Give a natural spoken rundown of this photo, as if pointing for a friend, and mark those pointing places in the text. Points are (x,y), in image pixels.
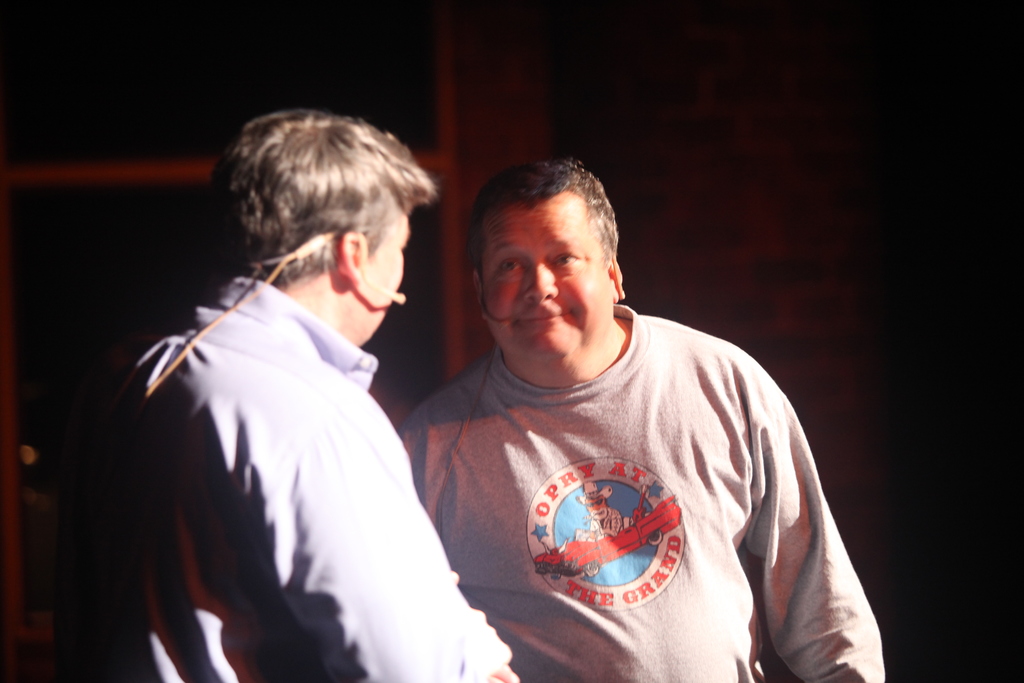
In this picture we can see there are two people (329,511) standing. Behind the people (387,453) there is a dark background (906,302).
